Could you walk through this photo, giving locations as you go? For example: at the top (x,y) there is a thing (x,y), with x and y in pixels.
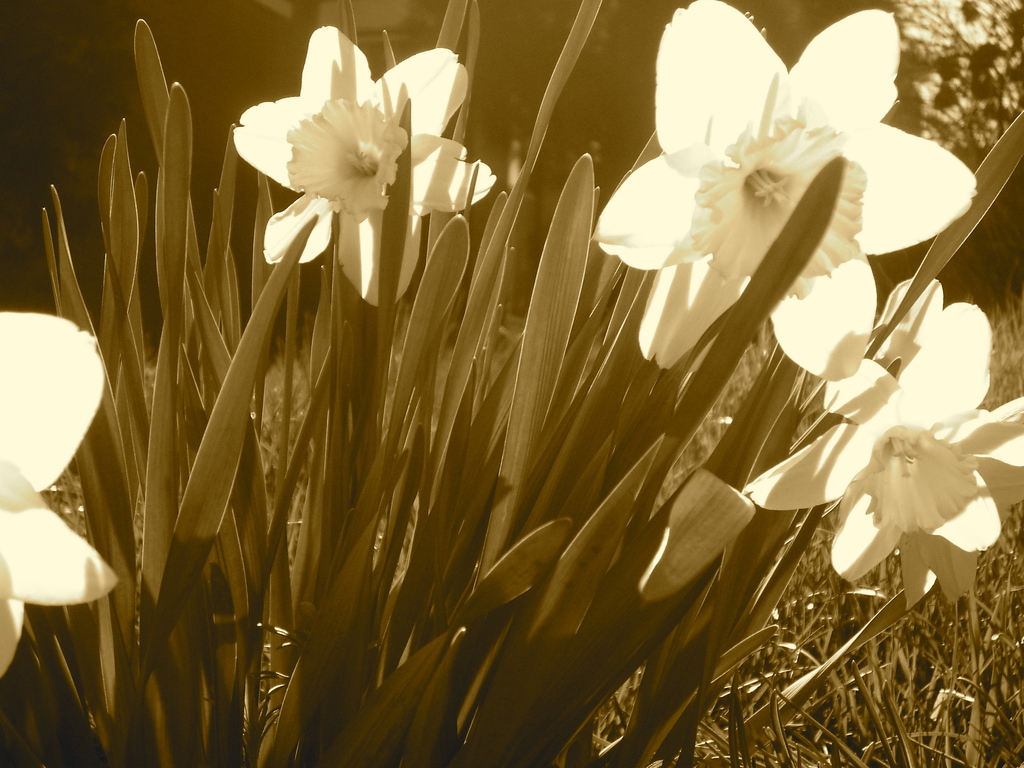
Here we can see a plant (616,452) with flowers (722,131) and in the background (971,289) the image is not clear but we can see a tree (994,83) on the right side (935,139).
